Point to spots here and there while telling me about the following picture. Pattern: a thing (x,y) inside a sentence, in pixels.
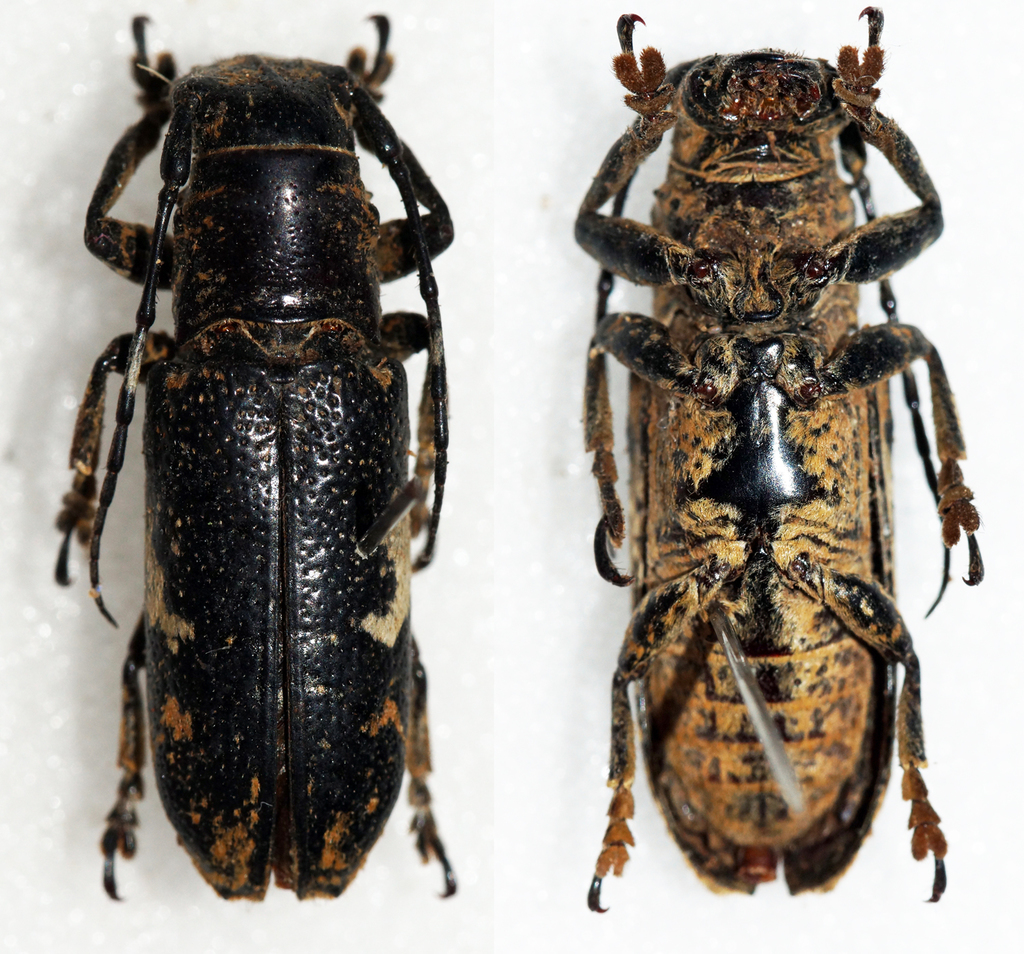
In the picture I can see two insects (396,382) on a white color surface (495,469).
